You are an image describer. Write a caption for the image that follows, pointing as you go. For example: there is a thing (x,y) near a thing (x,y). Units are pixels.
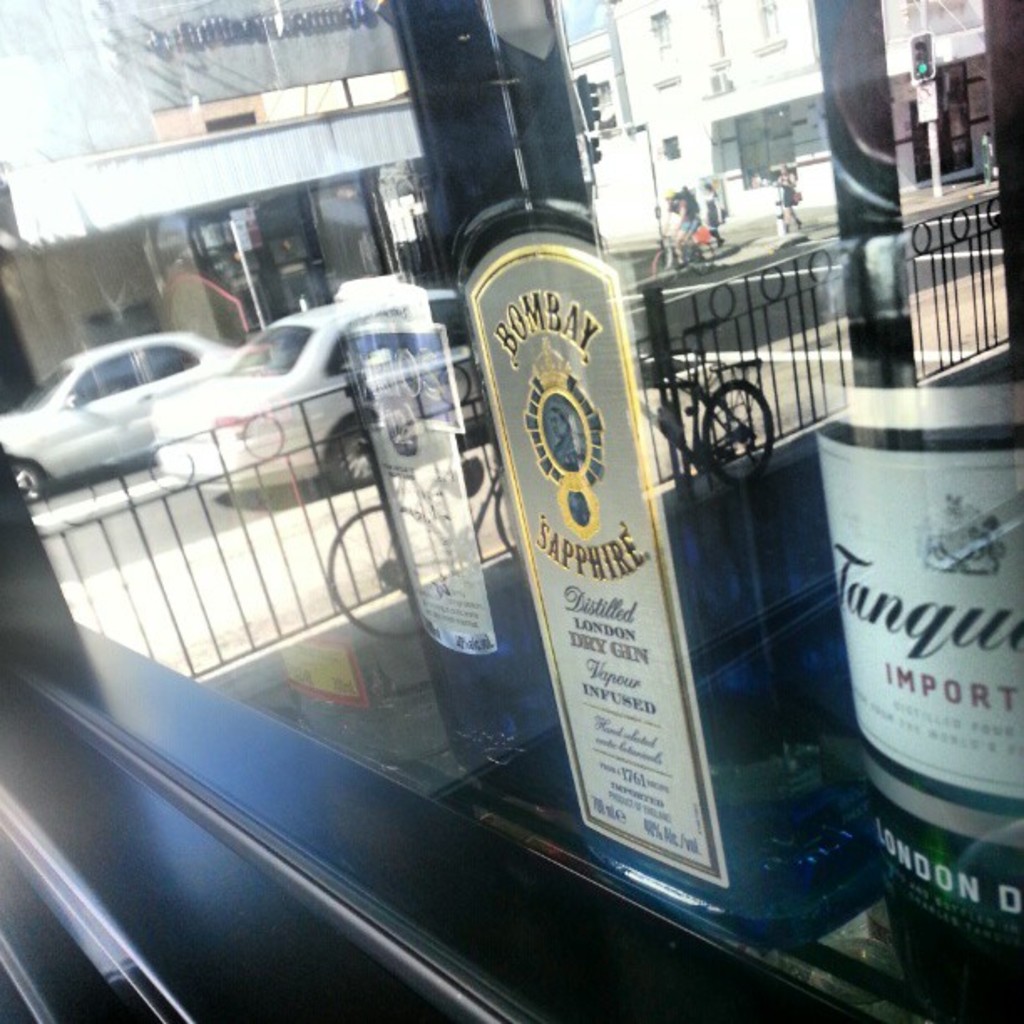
In this image there is a glass (723,720). Behind the glass (122,541) there are liquor bottles (700,746). There is a road (110,530). There are vehicles (449,336) moving. There are buildings (344,156). There are people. There are signal poles (931,119).
